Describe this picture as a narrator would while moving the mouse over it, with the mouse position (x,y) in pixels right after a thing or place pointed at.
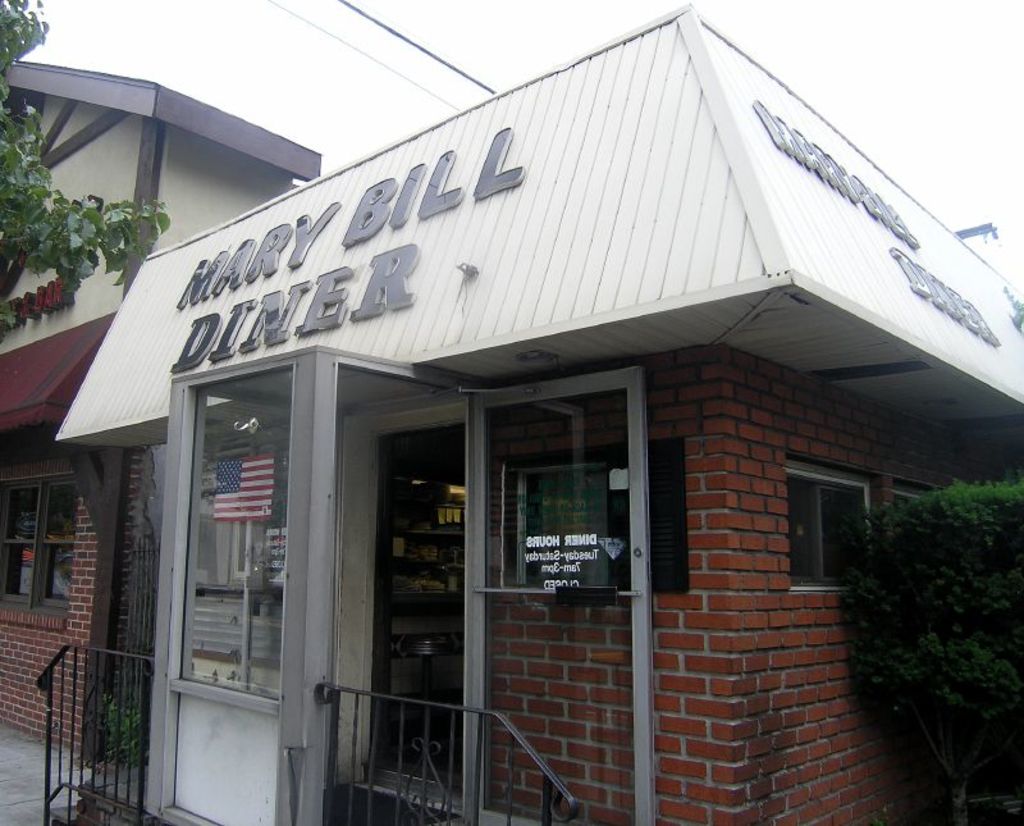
In this picture there is a shop (264,320) with white naming board (332,332) and red color brick wall (704,487). In the front (292,359) there is a glass door (469,771) with black metal railing (347,754). On the right side (937,630) there are some green plants (969,731).
